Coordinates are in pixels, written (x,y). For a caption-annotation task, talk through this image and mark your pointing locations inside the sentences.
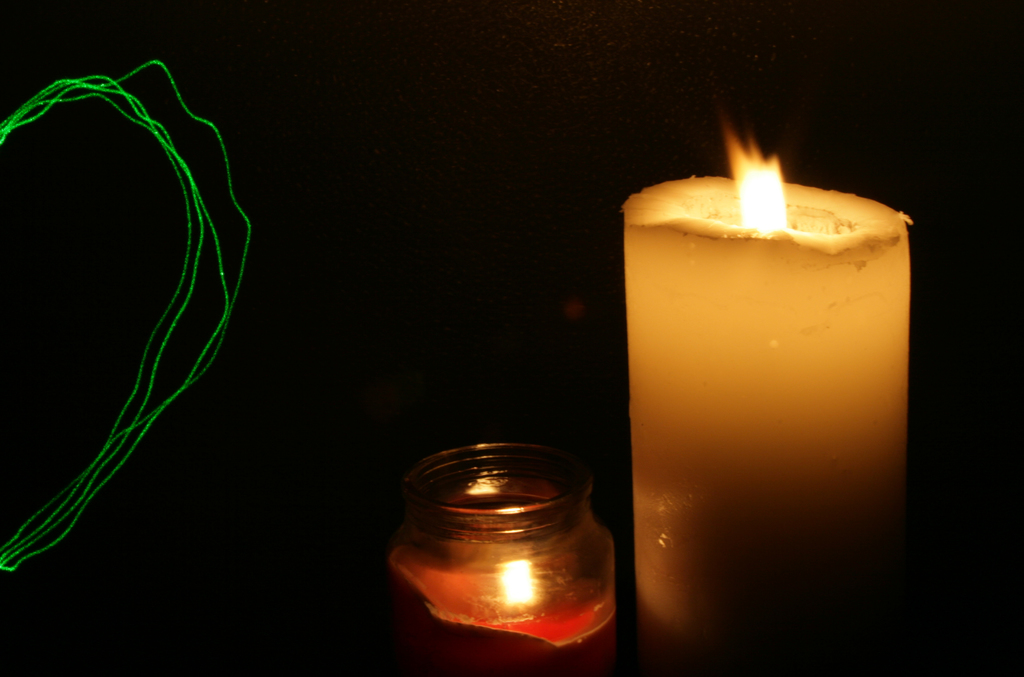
In this image there is a candle (799,444). There is the flame (756,179) on the candle (754,312). Beside it there is a candle (491,619) in a jar (534,594). The background (381,362) is dark. To the left (100,86) there are light trails (74,493).
